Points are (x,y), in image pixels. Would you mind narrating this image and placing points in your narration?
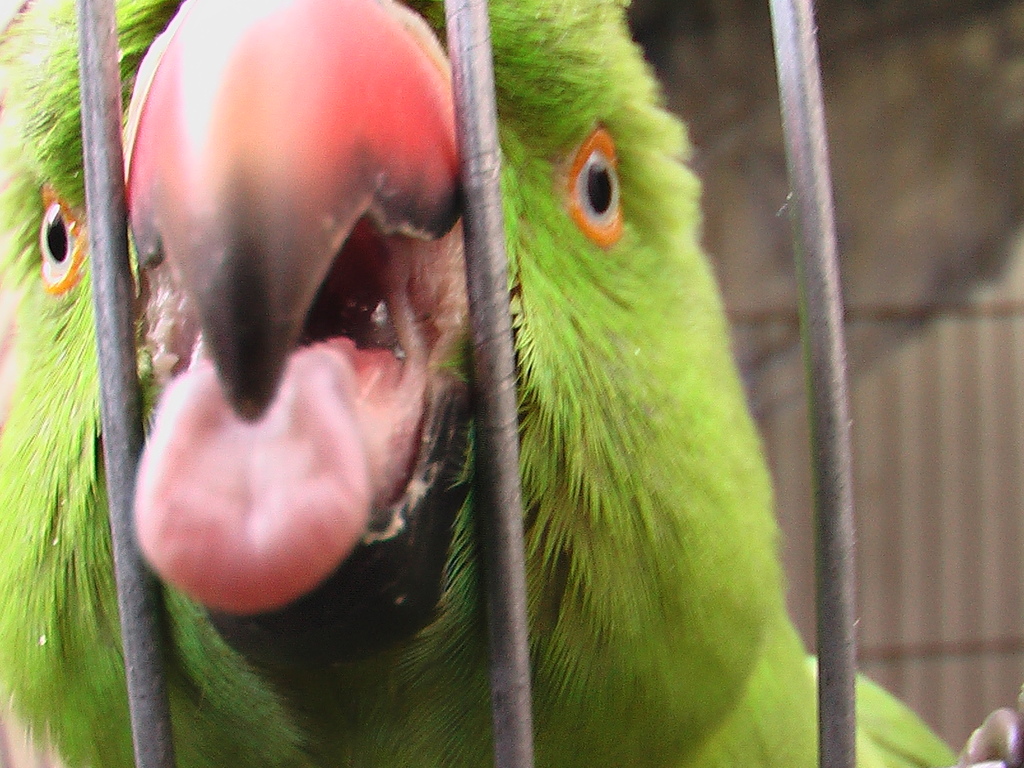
There is a green color parrot (572,430) having its mouth (197,127) opened. This parrot (313,138) in an iron cage (820,307). In the background (944,110), there is a wall (940,130).
